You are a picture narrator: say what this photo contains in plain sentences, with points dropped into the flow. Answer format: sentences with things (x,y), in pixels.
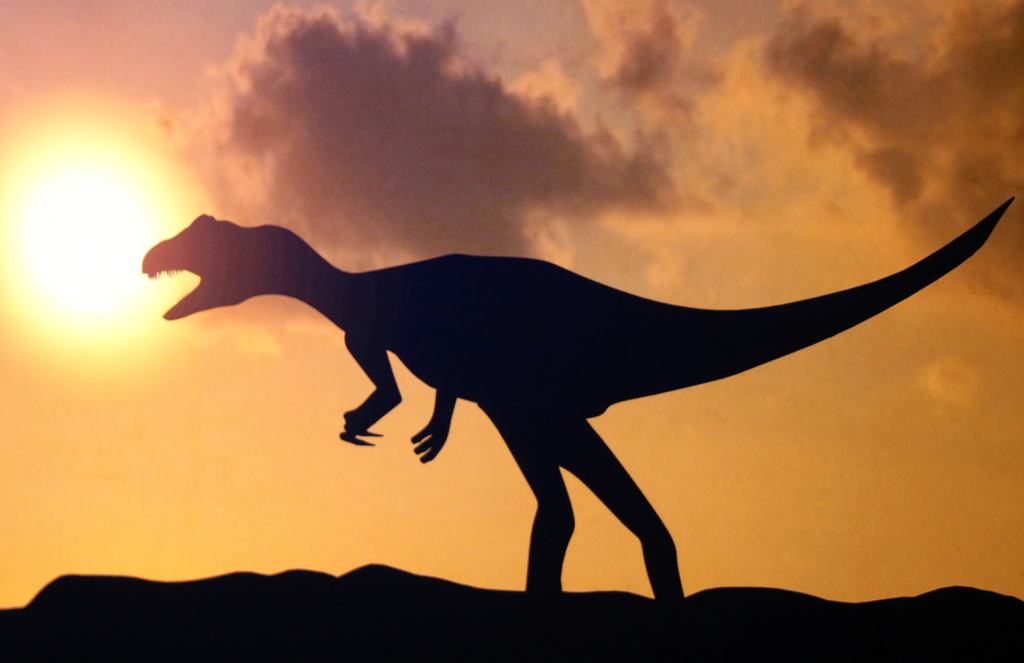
In this picture it looks like a dinosaur (554,300) standing on the ground (406,617). Here the sun (58,230) is bright.
